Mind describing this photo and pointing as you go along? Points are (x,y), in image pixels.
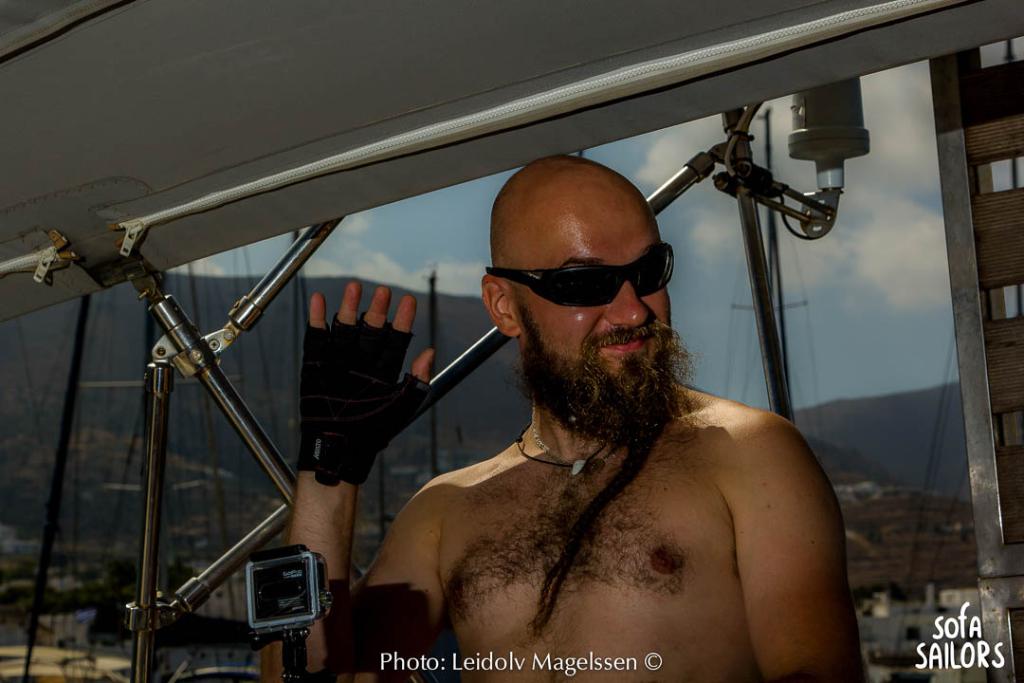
In the image there is a man (641,493) and behind him there are some rods (771,358) and behind the rods (153,301) there is sky (918,92). In the background (188,400) there are mountains (182,386). There is some name (944,669) at the bottom right corner of the image (943,671) and also under the image.
